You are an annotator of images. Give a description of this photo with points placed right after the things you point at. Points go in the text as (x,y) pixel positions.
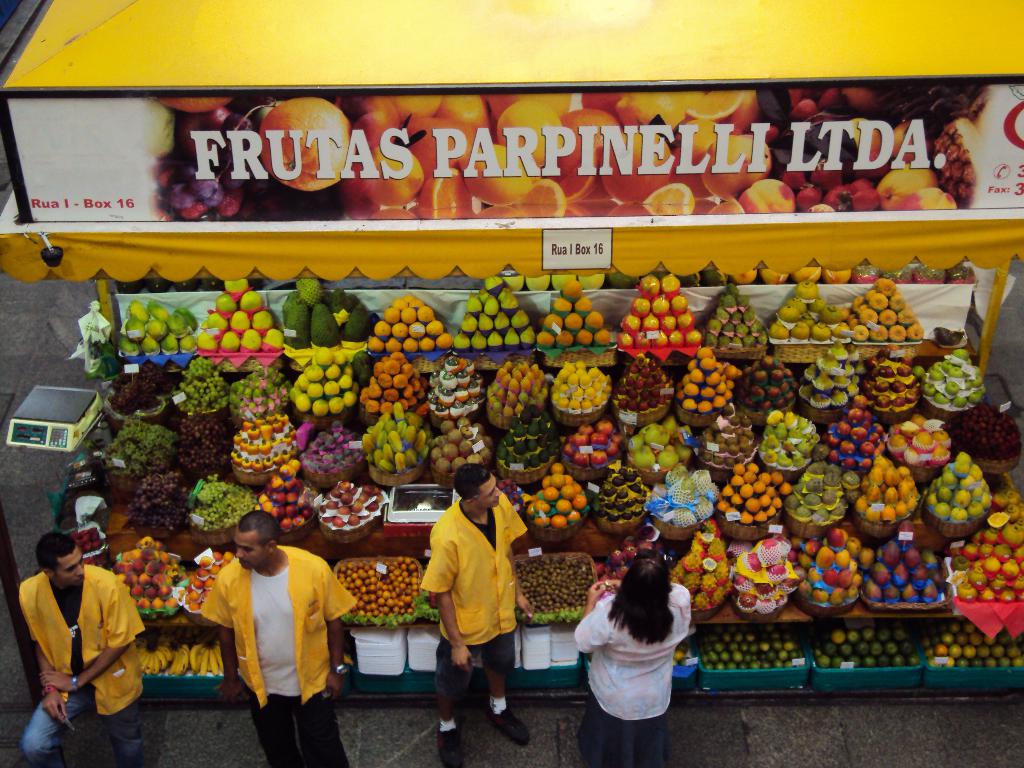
In this image, we can see a stall (548,465). Here we can see so many eatable things (157,593), fruits (714,582) are in the baskets (801,531). Top of the image (492,212), there is a banner (618,202) and board (568,239). On the left side of the image (65,410), we can see a weighing machine (60,417). At the bottom of the image (60,678), we can see four people (236,668) are standing on the path (478,753).
